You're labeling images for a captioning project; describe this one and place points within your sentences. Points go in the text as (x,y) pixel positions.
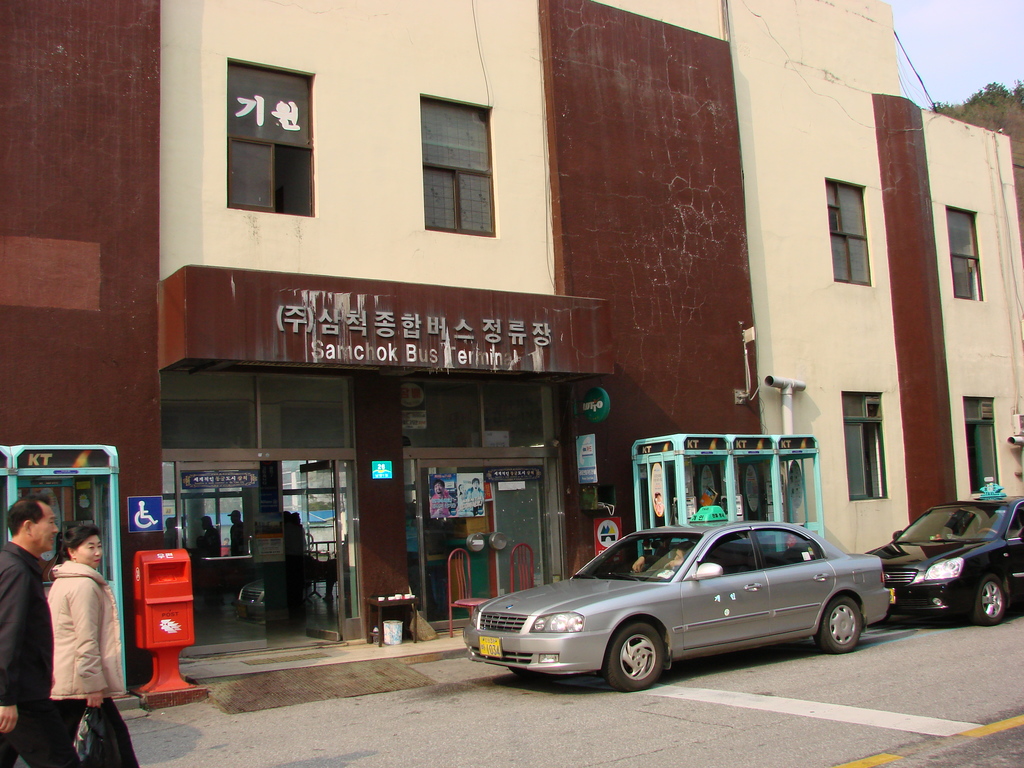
In the given image we can see a building (383,216), car (627,574), person (111,634), chair (461,590) and sky (954,57).
